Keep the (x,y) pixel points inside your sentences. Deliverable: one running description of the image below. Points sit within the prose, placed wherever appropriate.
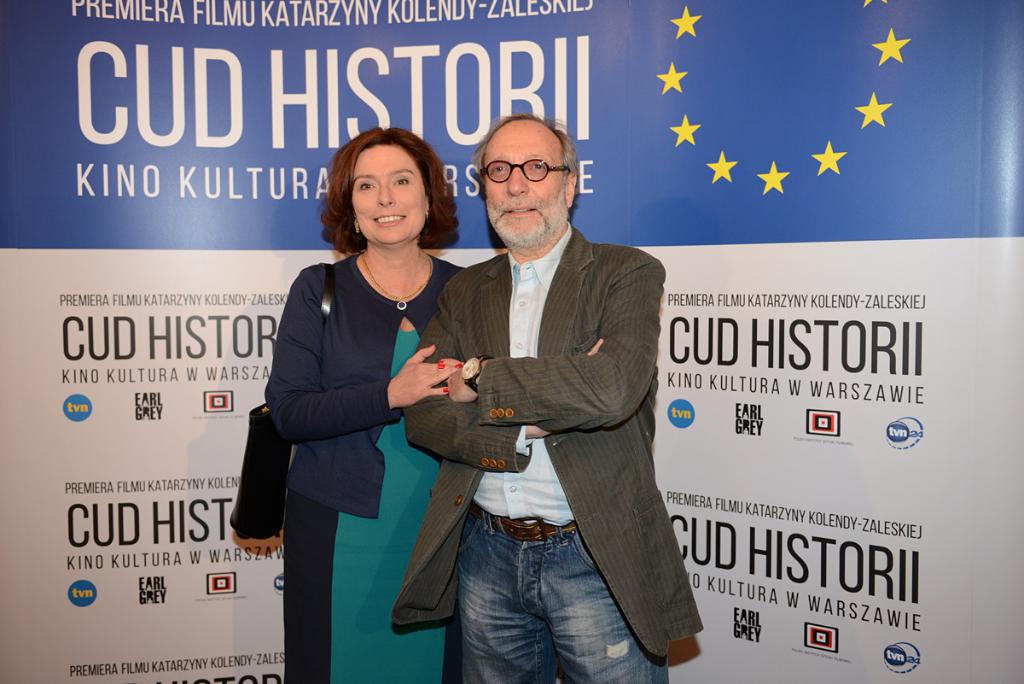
In this picture I can see a man (530,395) and a woman (372,492) are standing together. The man (553,438) is wearing a coat (566,423) and the woman (358,362) is carrying a bag (284,456). In the background (184,245) I can see a board (645,148). On the board (460,152) I can see logos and names (477,187).
